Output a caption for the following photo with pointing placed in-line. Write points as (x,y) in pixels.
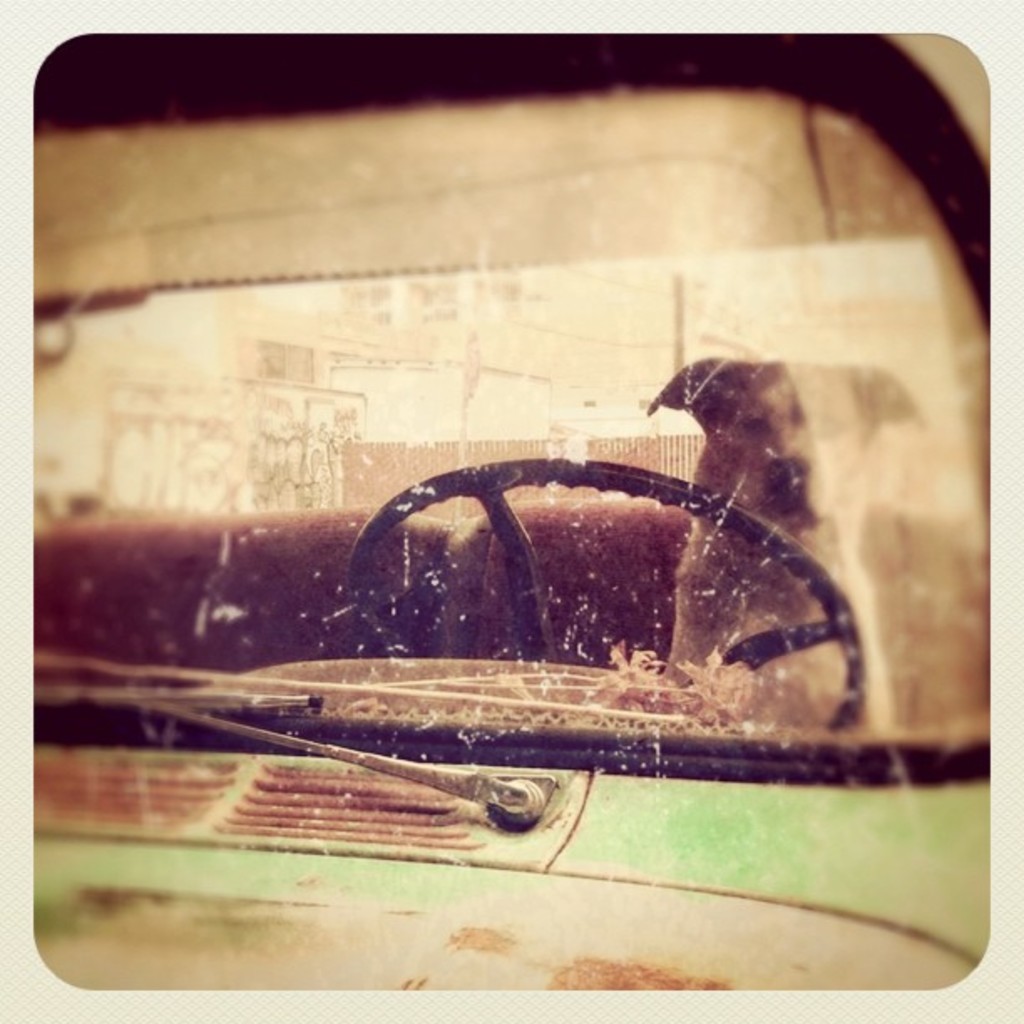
In this image we can see a dog (761,681) in the motor vehicle (617,583). In the background (411,331) we can see buildings (477,405) and an iron grill (512,451).
